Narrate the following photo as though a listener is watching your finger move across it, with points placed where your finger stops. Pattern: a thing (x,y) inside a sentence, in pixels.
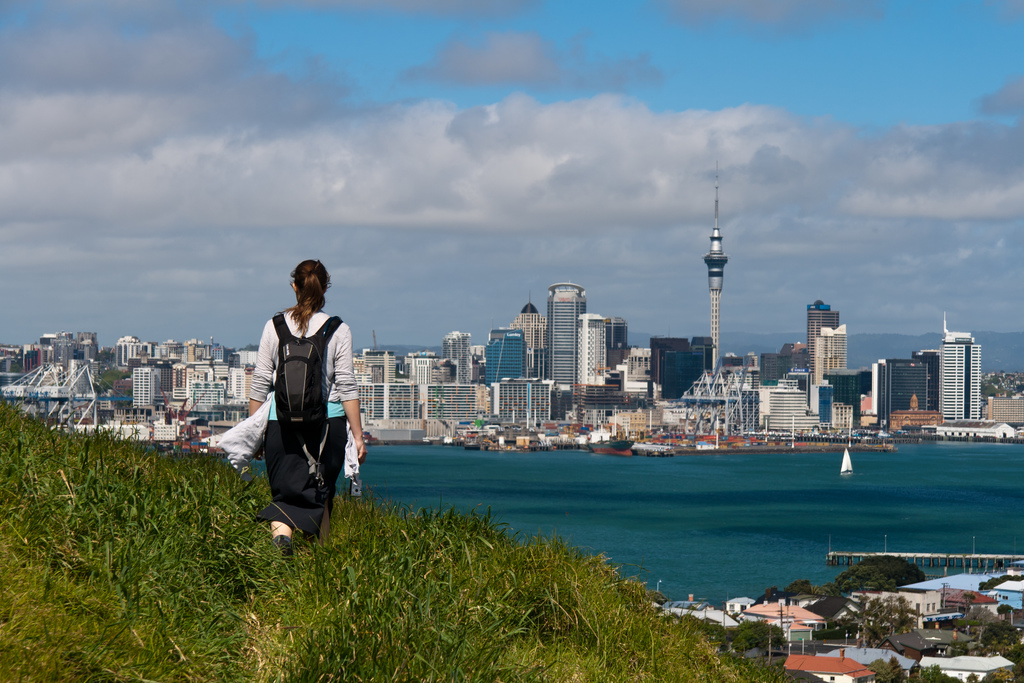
In this image I see a woman (328,384) over here who is wearing a bag (298,387) and I see the grass (228,468) and I see number of houses (809,617) over here and I see the water (672,523). In the background (197,348) I see the number of buildings (644,352) and I see the sky (536,152) which is a bit cloudy.
